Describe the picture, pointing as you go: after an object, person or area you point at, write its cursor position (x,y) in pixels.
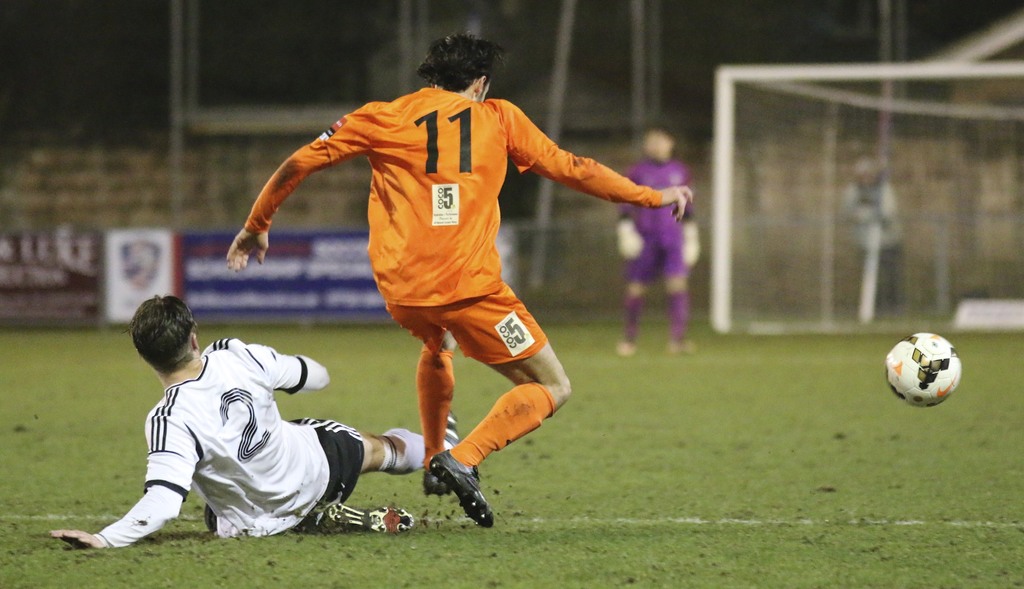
In this image we can see the players (641,178) present in the playground (545,433). We can also see the ball (942,383), banners (22,273) with text (285,278), fencing wall (320,206) and also the net (843,132).
